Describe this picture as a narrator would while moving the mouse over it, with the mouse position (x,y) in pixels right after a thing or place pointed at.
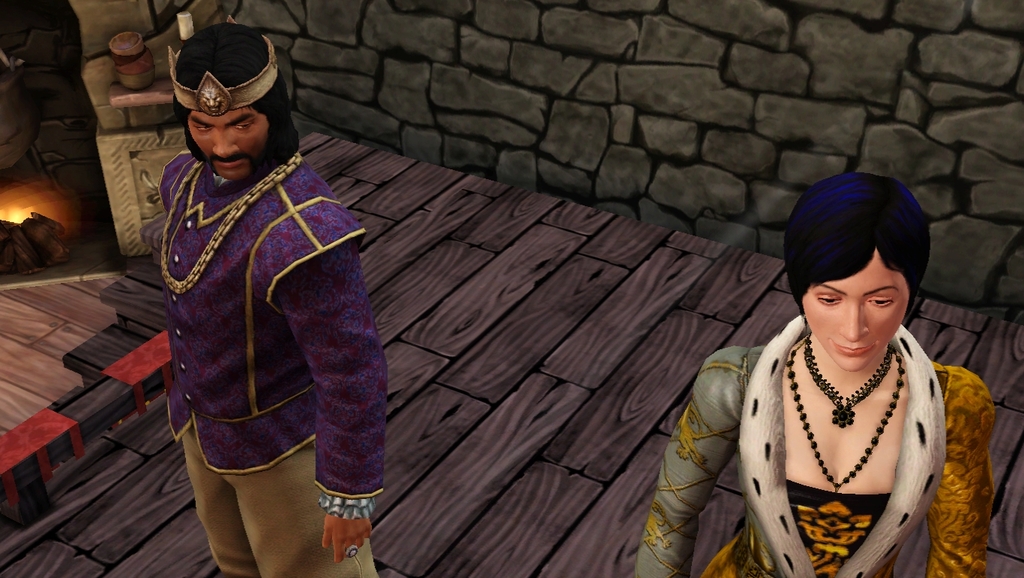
In this image I can see the animated picture. In front (762,394) the person (753,383) is wearing yellow and white color dress (921,463) and the person (348,324) at left (304,322) is wearing purple and cream color dress (321,321). Background (65,235) I can see the fireplace (83,233) and the wall (530,139) is in black and grey color.
